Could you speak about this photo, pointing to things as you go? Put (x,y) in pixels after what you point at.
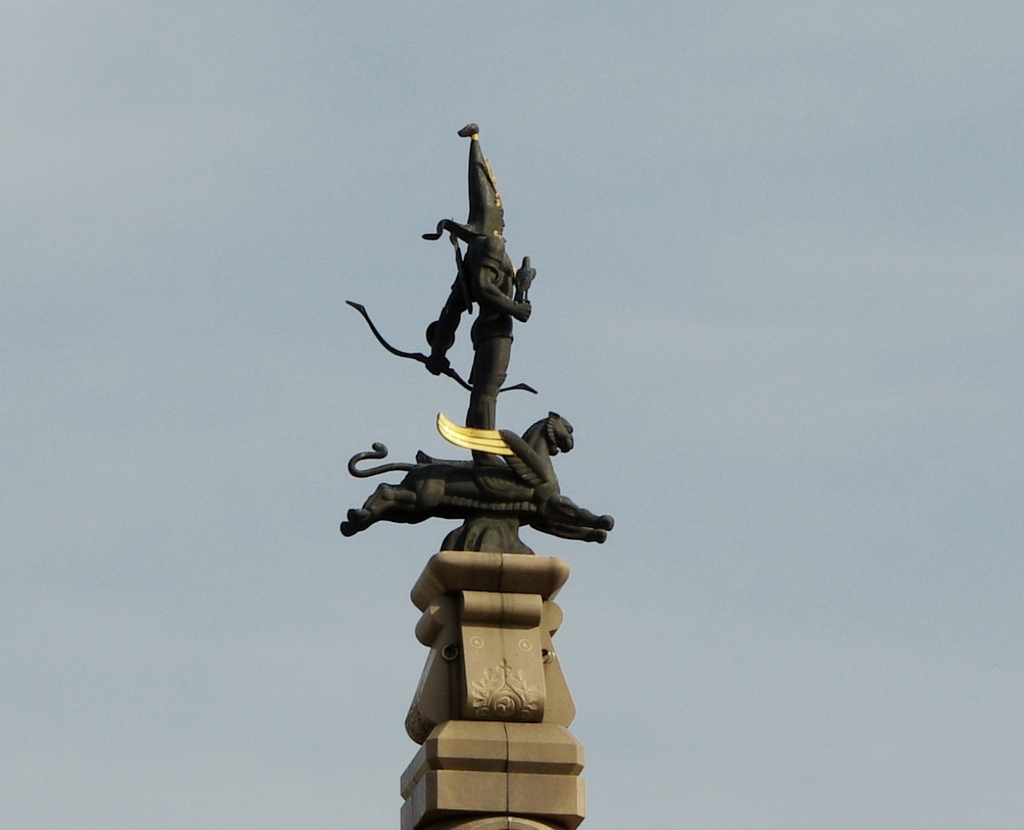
In this image we can see a sculpture (514,305) which is black in color, and also we can see the sky (822,181).
